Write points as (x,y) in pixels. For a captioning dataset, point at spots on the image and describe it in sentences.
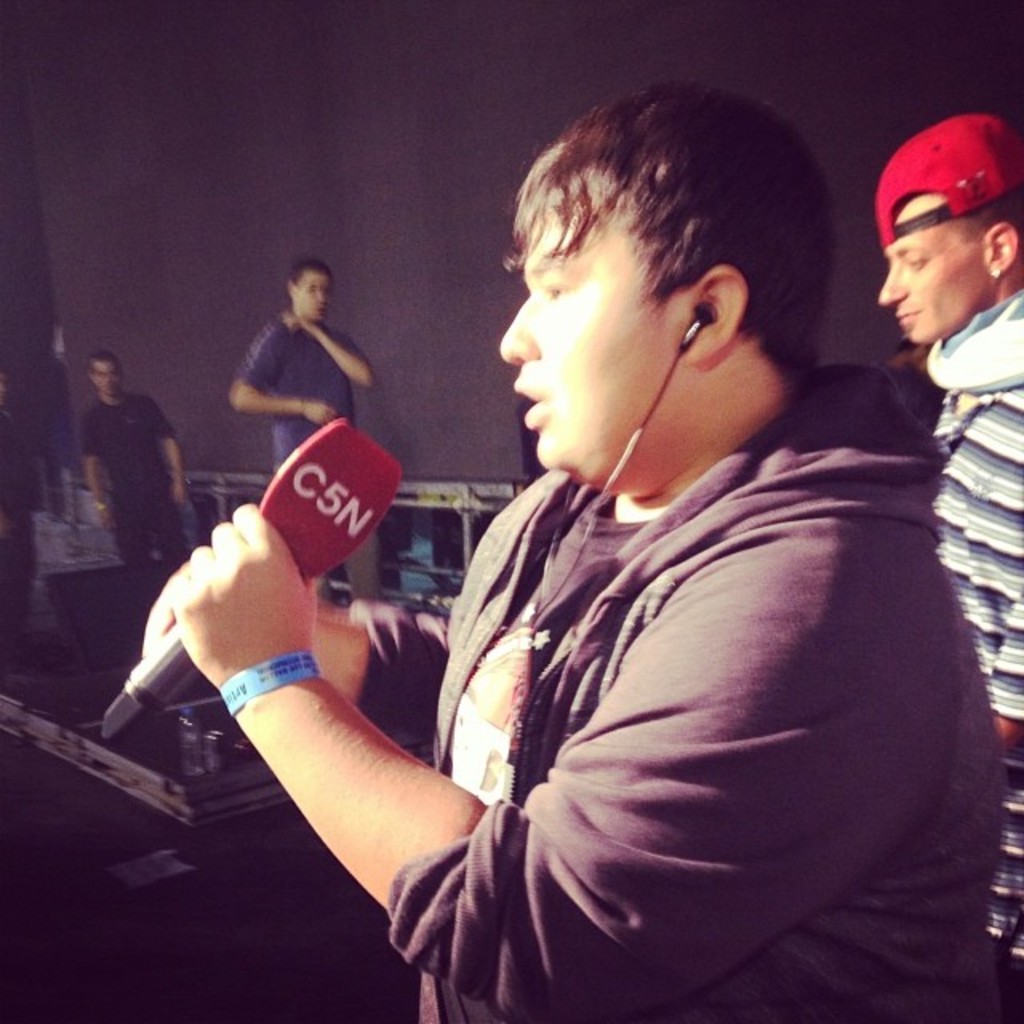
Here we can see a person (678,183) is standing and holding a mike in his hand (313,617), and putting earphones (696,322), and at back (117,462) all the persons (173,452) are standing.
